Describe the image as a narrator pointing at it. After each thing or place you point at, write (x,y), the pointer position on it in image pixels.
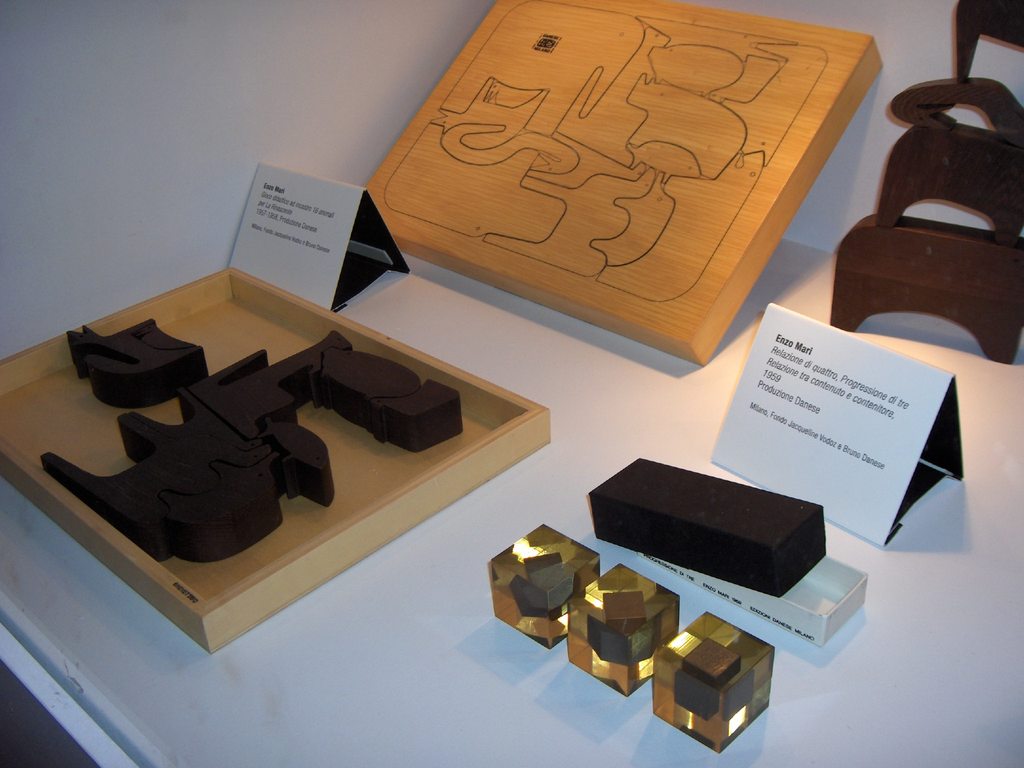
In this picture, we see a white table (439,626) on which a wooden tray (383,545) containing a black color object (219,525) and the small white color boards (361,239) with some text (780,410) written are placed on the table (570,503). We see the cubes (754,653), a box (742,557) in white and black color and a wooden board (559,184) are placed. In the right top (992,108), we see an object (970,236) in black color is placed on the table (995,379). In the background (286,87), we see a white wall (336,102).
